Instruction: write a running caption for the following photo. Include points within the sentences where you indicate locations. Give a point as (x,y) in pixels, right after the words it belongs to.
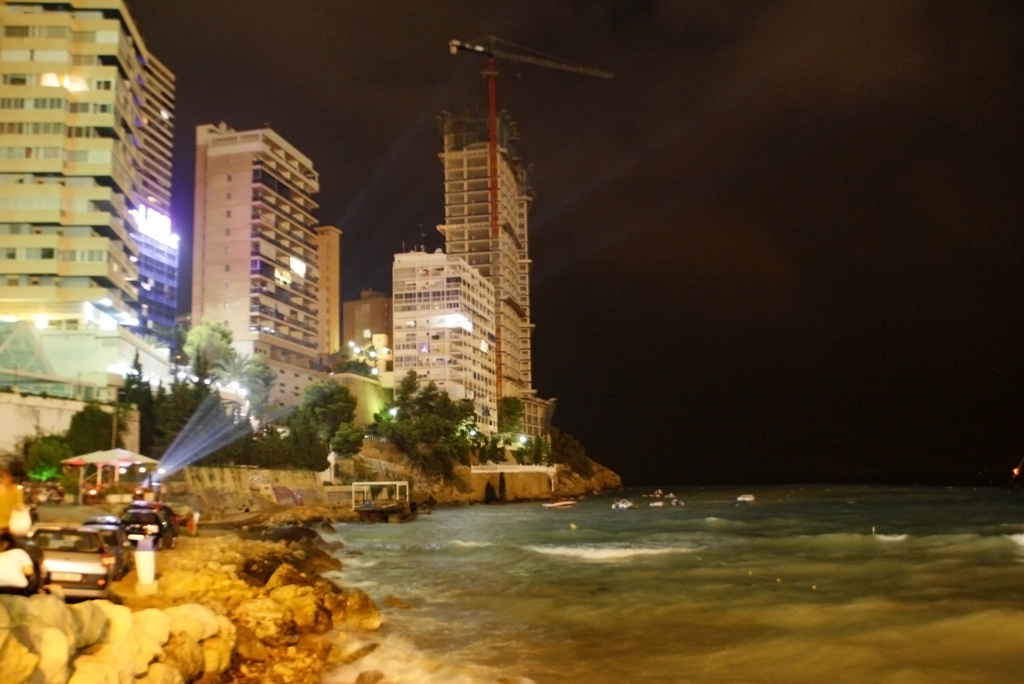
This is the picture of a place where we have some buildings (431,355) to the side and also we can see some vehicles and some water (891,531) to the side.
